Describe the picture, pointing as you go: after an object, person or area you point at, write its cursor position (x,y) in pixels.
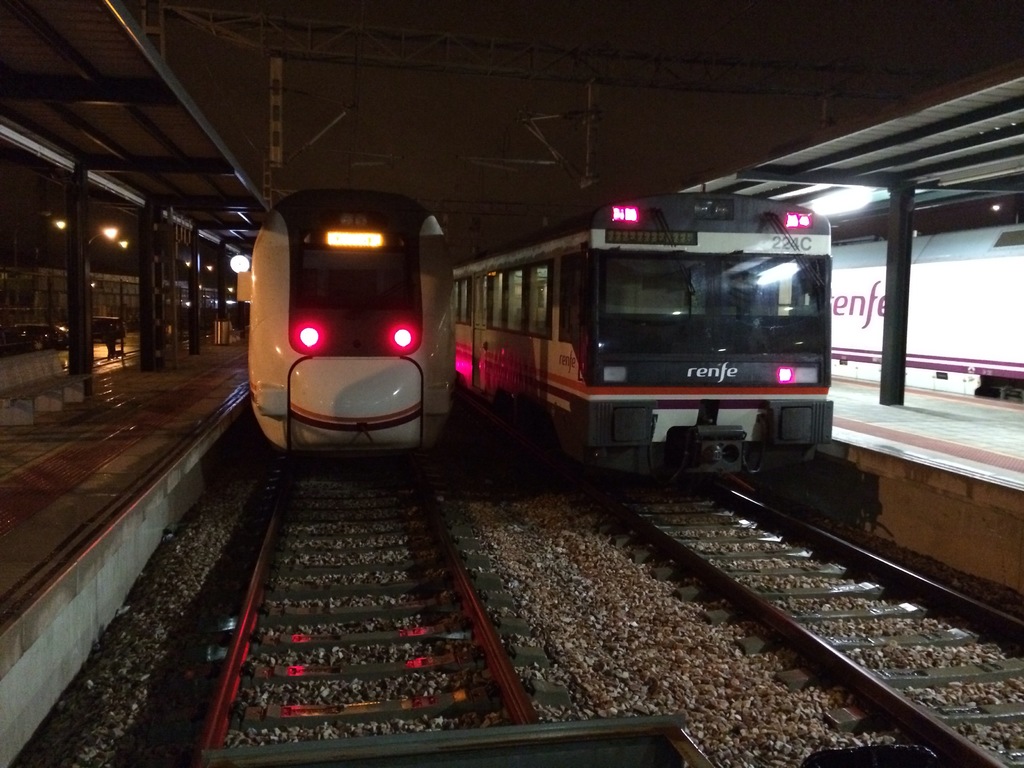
This is the picture of a railway station (609,492). In this image there are two trains (630,465) on the railway track (737,531). On the left side of the image (37,338) there are vehicles (51,331) and there are poles (79,247) and there is a bench (20,354) on the Platform (153,454). At the top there are lights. At the bottom (564,672) there are railway tracks (415,577) and stones (702,617).
